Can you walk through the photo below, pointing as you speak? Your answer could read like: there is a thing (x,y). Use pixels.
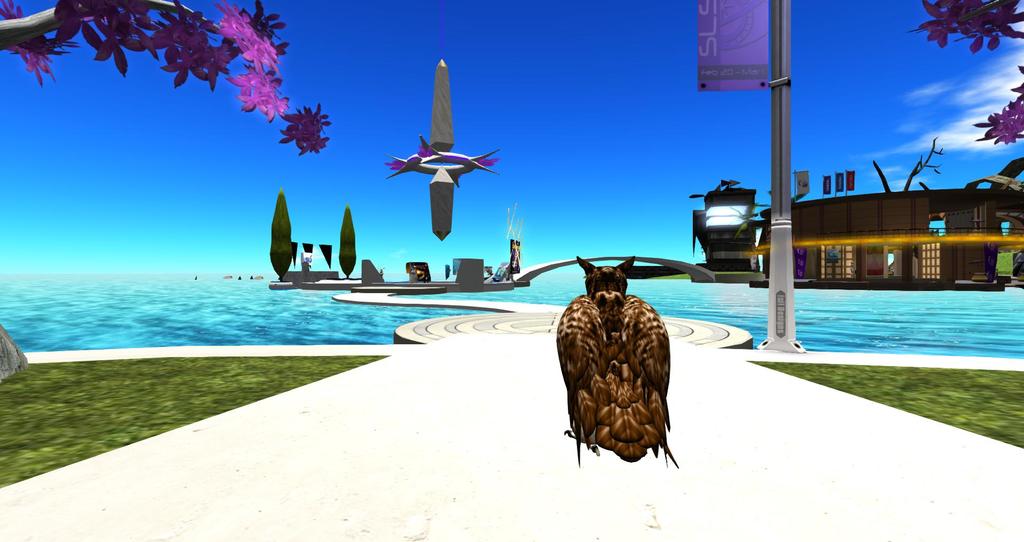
This is an animated image, in this image there is the sky (562,124) truncated towards the top of the image (946,82), there are clouds (942,96) in the sky (867,77), there is a building (954,224) truncated towards the right of the image (886,234), there is a tree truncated towards the right of the image (976,20), there is a tree (203,36) truncated towards the top of the image (171,26), there is an object (453,132) flying in the air (421,127), there is a pole (779,187) truncated towards the top of the image (782,133), there is a board (740,60) truncated towards the top of the image (728,39), there is text (711,17) on the board (744,52), there are trees (284,205), there are objects (413,268) on the ground (355,282), there is water (175,312) truncated, there is a bird (601,320) on the ground (515,410), there is grass (195,403) truncated towards the left of the image (75,398), there is grass (927,398) truncated towards the right of the image (987,401), there are flowers (290,120) on the tree (254,76), at the bottom of the image (488,509) there is the ground (594,492) truncated.
